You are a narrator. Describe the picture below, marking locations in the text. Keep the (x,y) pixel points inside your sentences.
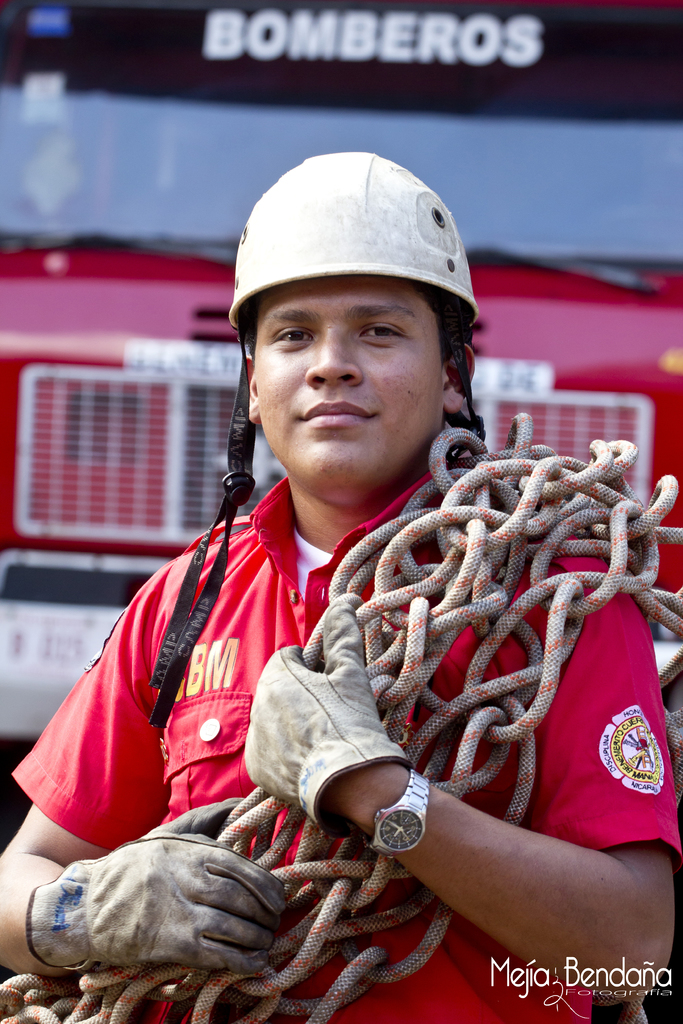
In this image I can see a man (410,769) is standing and I can see he is holding few ropes (419,632). I can see he is wearing red colour shirt (259,651), gloves (358,763), a watch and helmet (459,281). In the background (477,298) I can see a red colour vehicle (321,131) and on the top (332,11) and on the bottom right corner of this image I can see something is written.
